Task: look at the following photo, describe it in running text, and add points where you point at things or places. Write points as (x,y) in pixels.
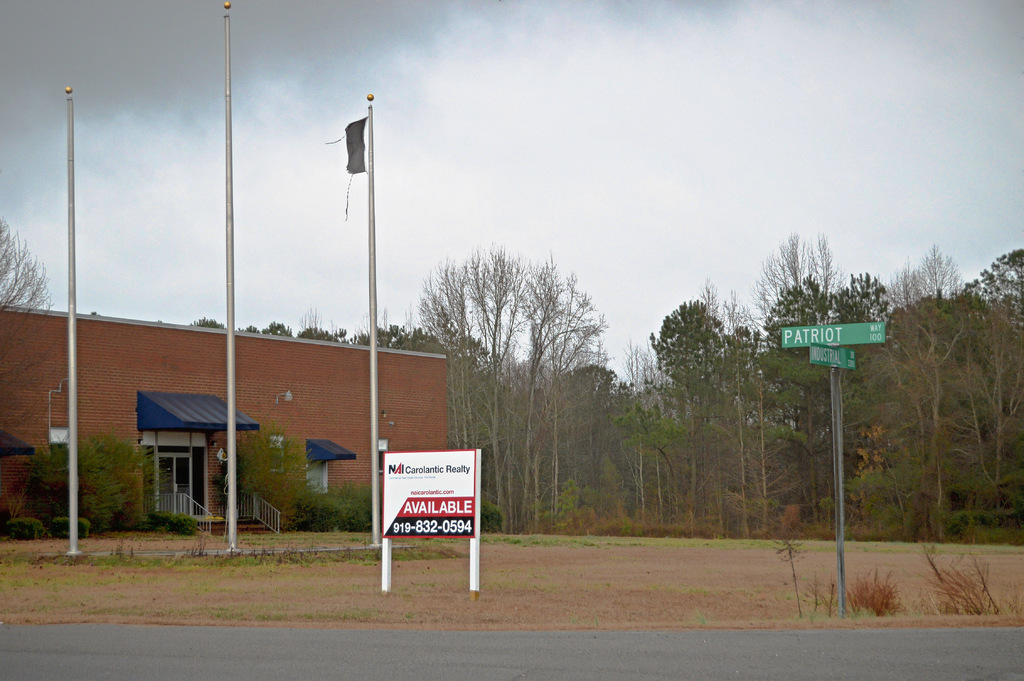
In this image there is a road (400,645) at the bottom (362,633). Beside the road (387,641) there is a ground (548,592) on which there are three poles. In the middle (431,451) there is a board (415,531). In the background (280,385) there is a house (280,379). Beside the house (221,372) there are trees (672,409). At the top (659,136) there is the sky (649,107).
